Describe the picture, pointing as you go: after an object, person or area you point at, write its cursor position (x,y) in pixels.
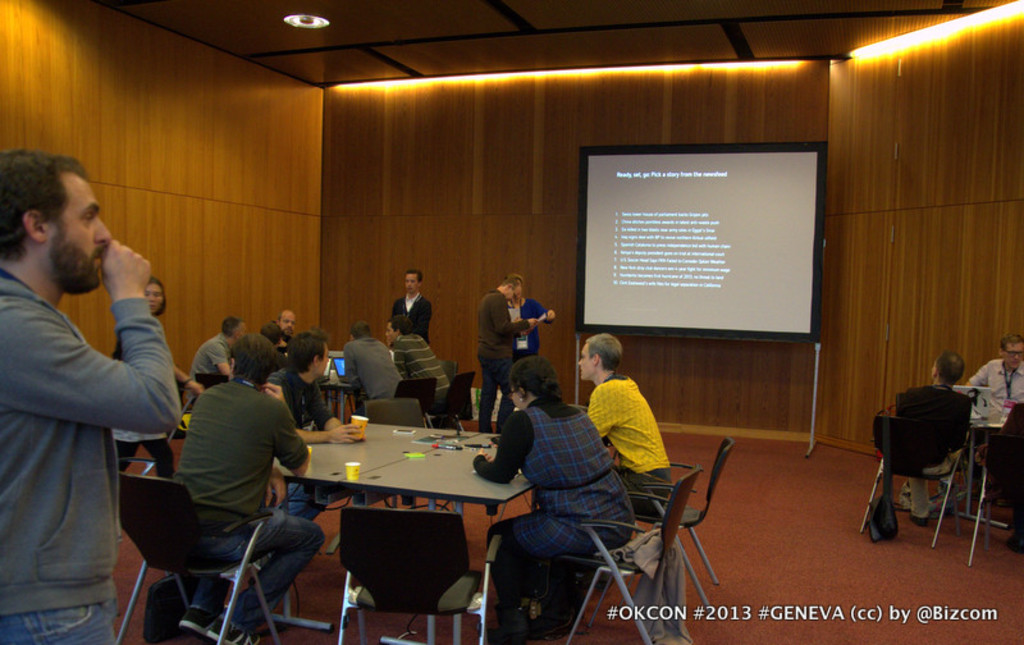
In this image i can see a group of people (288,394) among them few are sitting on a chair (404,556) and few are standing on the floor (626,583). I can also see there is a projector screen (715,248).
